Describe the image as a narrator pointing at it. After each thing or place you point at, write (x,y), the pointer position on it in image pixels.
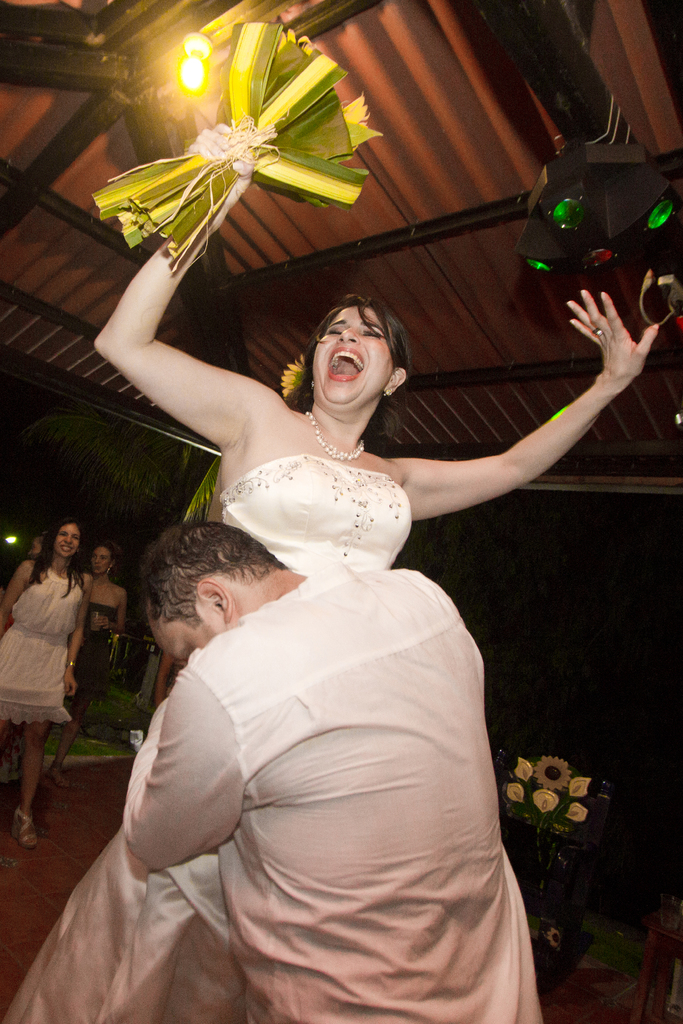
In front of the image there is a man (300,801) lifting a woman (261,534). She is holding the bouquet (283,149). Behind her there are few other people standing on the floor (59,883). On the right side of the image (540,903) there is a flower pot (574,899). At the top of the image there are lights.
